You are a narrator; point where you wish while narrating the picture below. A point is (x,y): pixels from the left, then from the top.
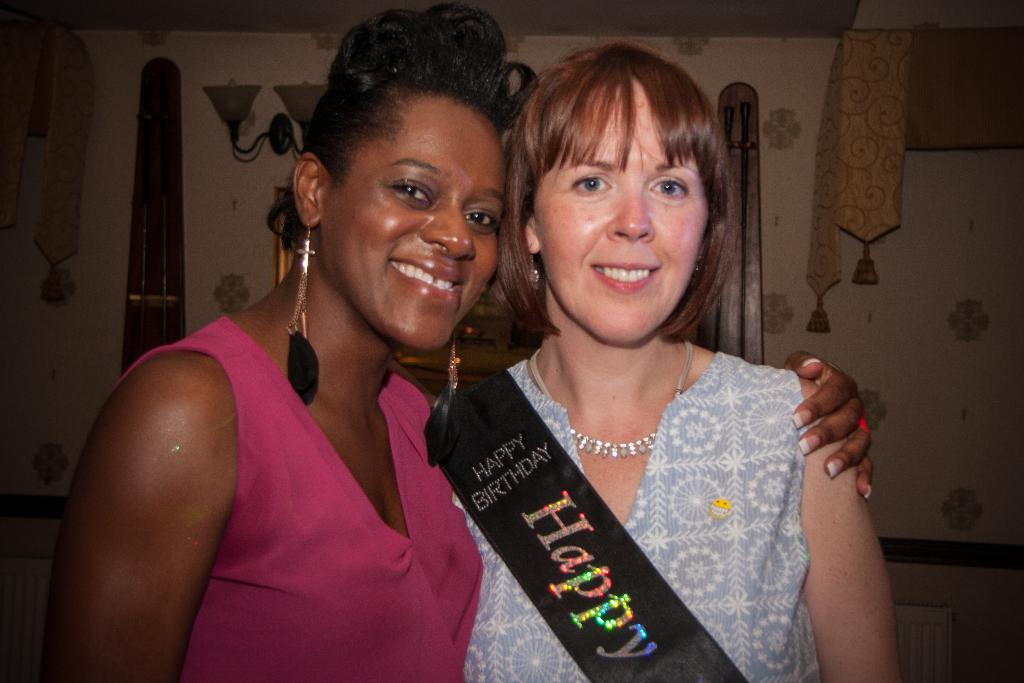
In this image there are two persons (493,417) smiling, there is the wall (950,350) behind the persons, there is light (306,99) behind the persons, there is an object (750,201) behind the person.
